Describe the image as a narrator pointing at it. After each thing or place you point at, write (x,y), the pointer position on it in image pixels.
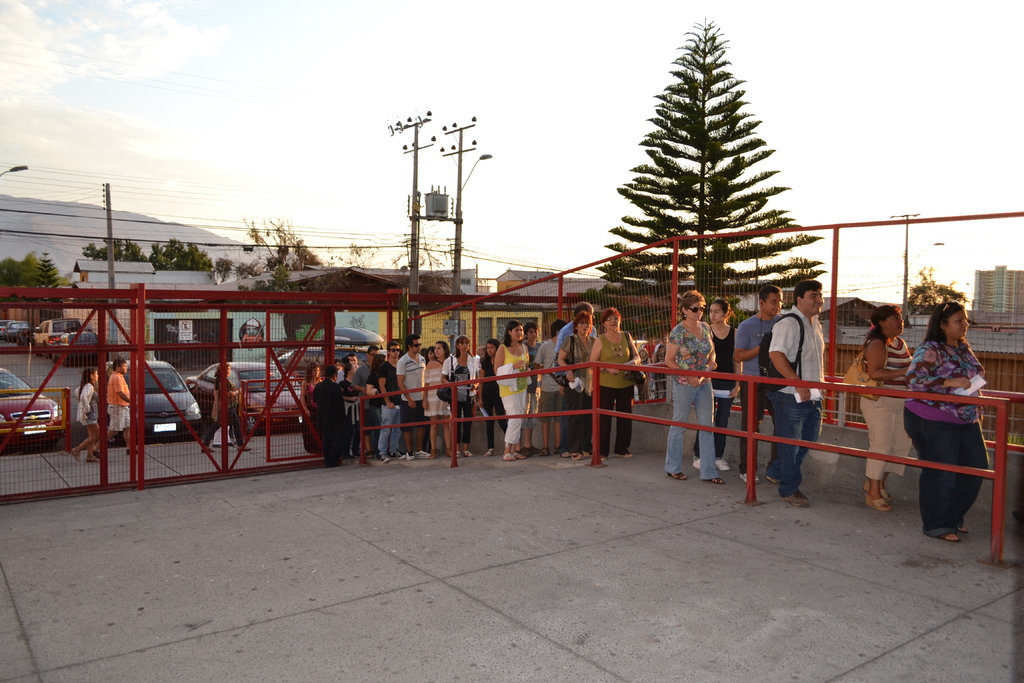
In this image we can see some persons (797,405) standing in a row in between fencing (334,354) which is in red color and in the background of the image (19,416) there are some cars (11,398) parked, there are some houses (140,265), trees (56,285) and top of the image (354,128) there is clear sky (312,97).
